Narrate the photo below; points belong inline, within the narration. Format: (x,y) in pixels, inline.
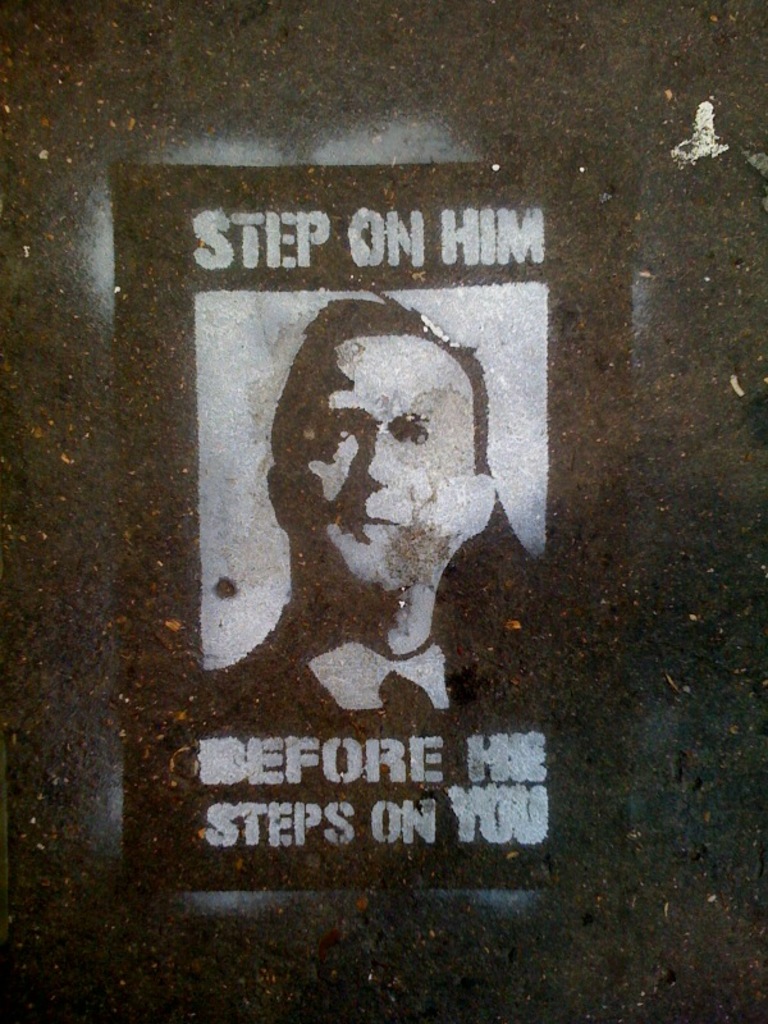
In this picture we can see a poster (532,779), there is a picture (370,576) of a person (359,478) and some text (469,235) on the poster (357,319).
